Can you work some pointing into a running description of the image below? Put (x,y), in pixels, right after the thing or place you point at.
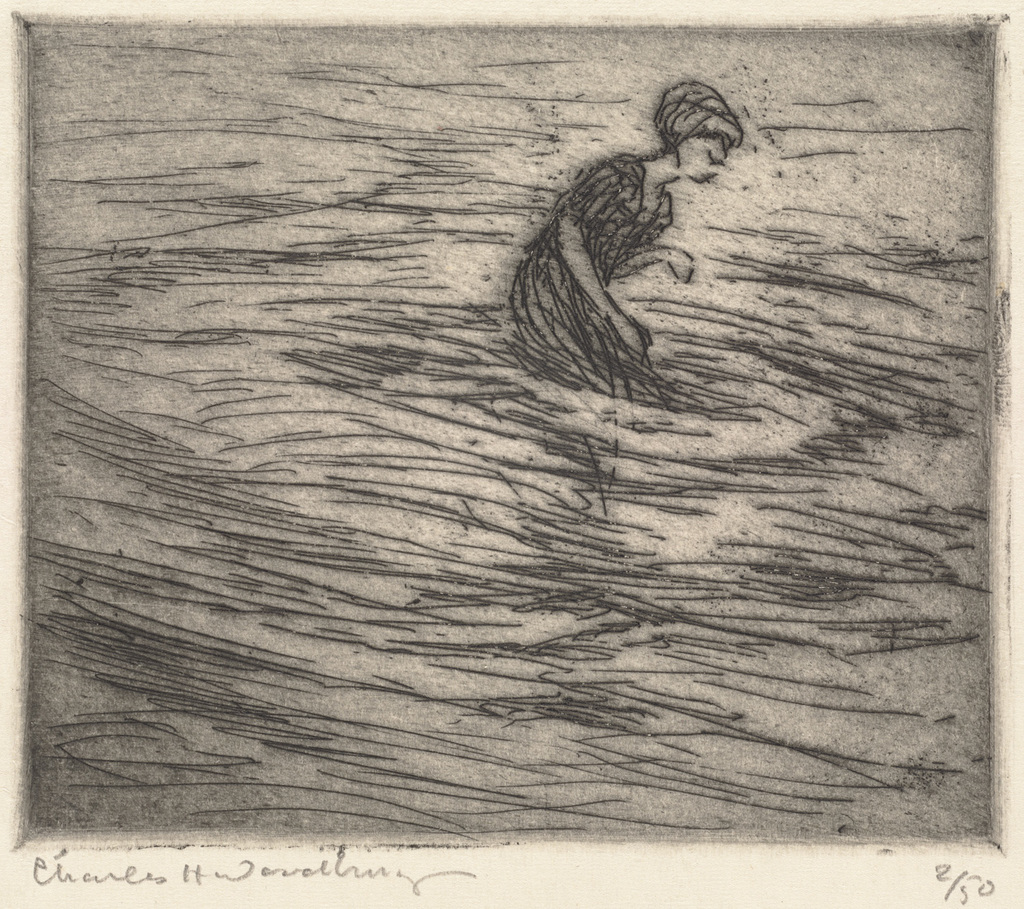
Here we can see drawing (791,696) on the poster (464,774) and there is text (283,865) written on it.
